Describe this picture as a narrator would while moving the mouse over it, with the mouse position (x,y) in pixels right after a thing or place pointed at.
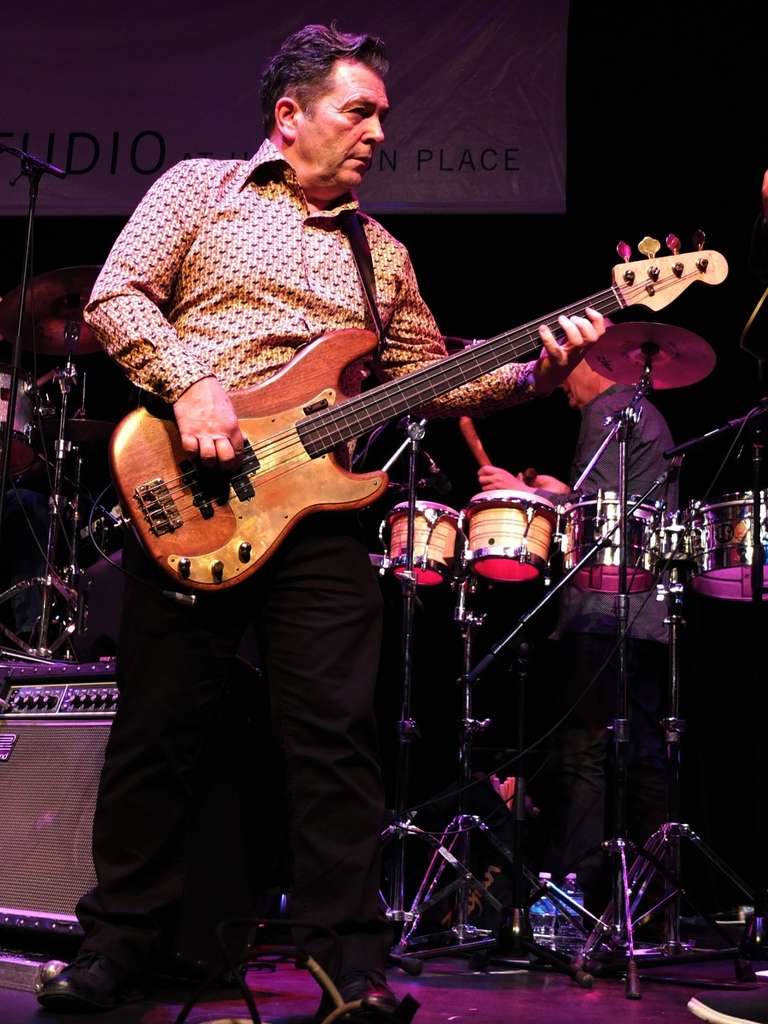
In this image I can see a man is standing and holding a guitar (717,264). In the background (651,460) I can see a man (643,466) is standing in front of a drum set (424,508). Here I can see a mic (39,178).
